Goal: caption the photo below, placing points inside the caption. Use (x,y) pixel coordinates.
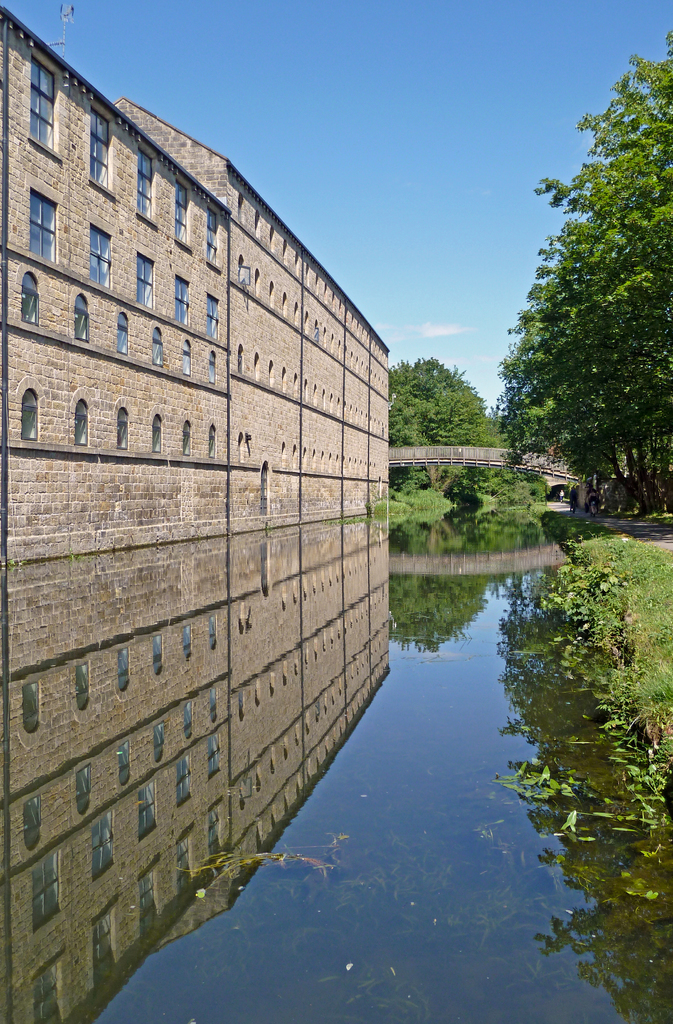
In the picture there is a building (283,511), it has many windows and beside the building (99,471) there is a river (303,752), beside the river (433,662) there is a walkway (640,530) and grass (616,544) and also few trees (520,382). There is a bridge (457,447) constructed across the river (421,662) and behind the bridge (410,448) there are plenty of trees (469,419).
